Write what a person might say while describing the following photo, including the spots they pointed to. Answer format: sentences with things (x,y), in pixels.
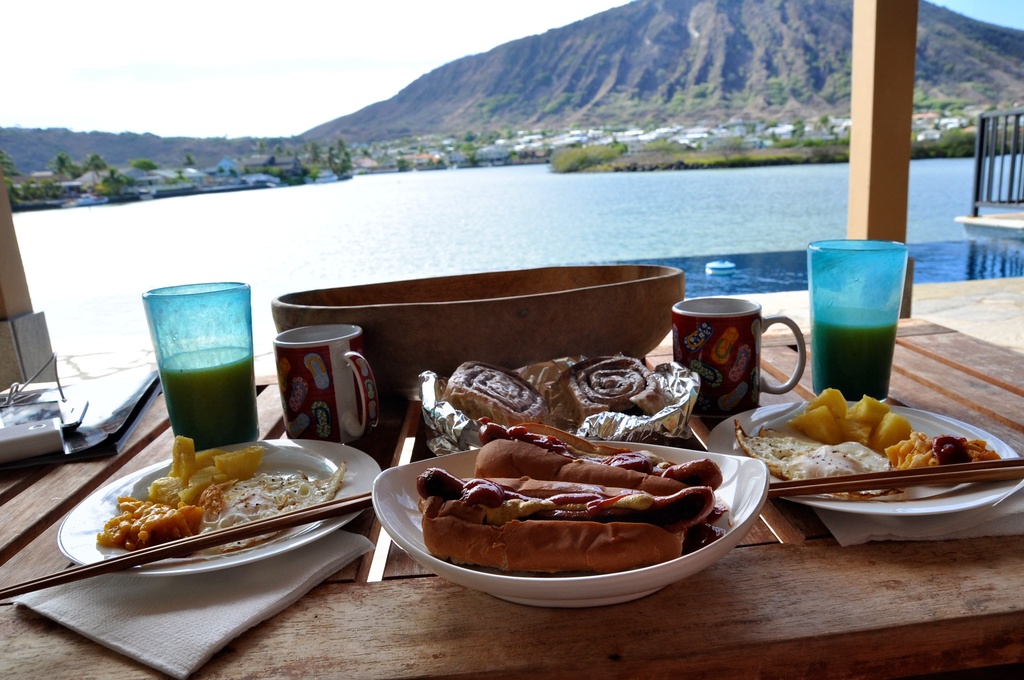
In the picture we can see a table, a bowl (415,506), food (494,497), plates (229,565), chopsticks (225,540), glass (192,436), cup (337,377), and drink (864,335) in the glass (883,311), in the background (736,287) we can see water (331,244), trees (686,157), plants (685,151), hills (606,42) and sky (194,60).
